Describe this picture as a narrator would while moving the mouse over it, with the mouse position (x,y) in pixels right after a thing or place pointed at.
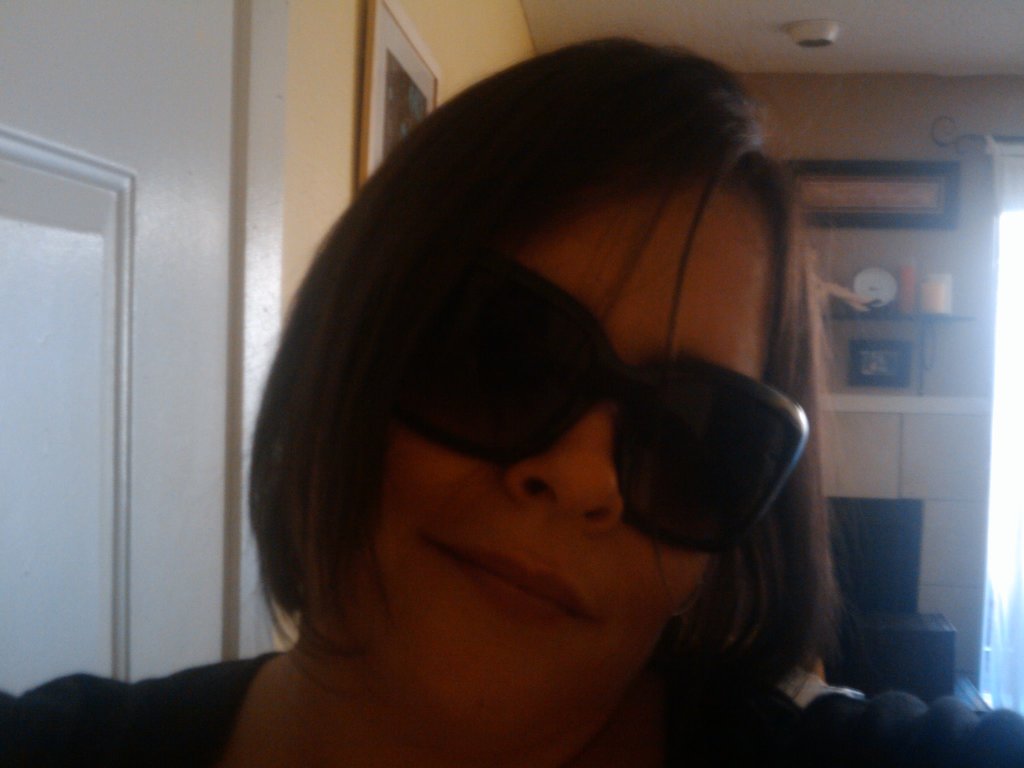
In this image, we can see a person (490,177). We can see the wall (291,197) with a frame (376,37). We can also see a white colored object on the left (271,43). We can see some shelves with objects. We can see the roof (562,3) with an object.
